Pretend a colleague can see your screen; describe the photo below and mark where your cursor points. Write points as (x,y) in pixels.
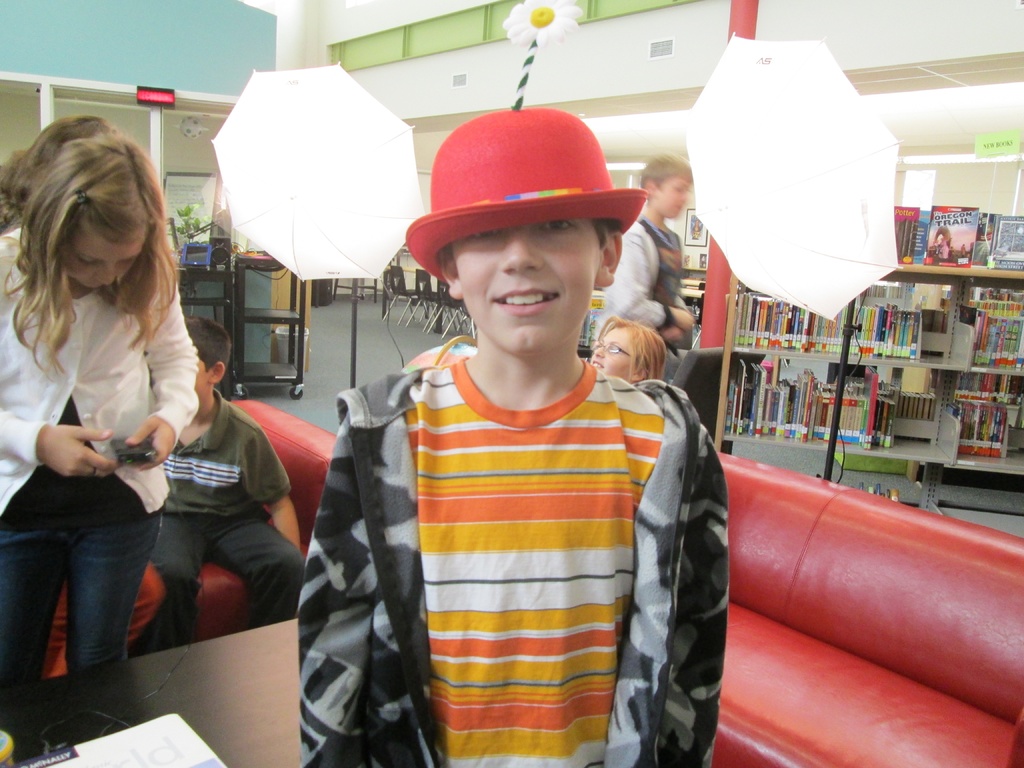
There are shelves (1012,407) in this image. There are lights (336,71) in the middle (359,271). There are sofas (898,539) in the middle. There is a person (530,422) standing in the middle (578,398).
